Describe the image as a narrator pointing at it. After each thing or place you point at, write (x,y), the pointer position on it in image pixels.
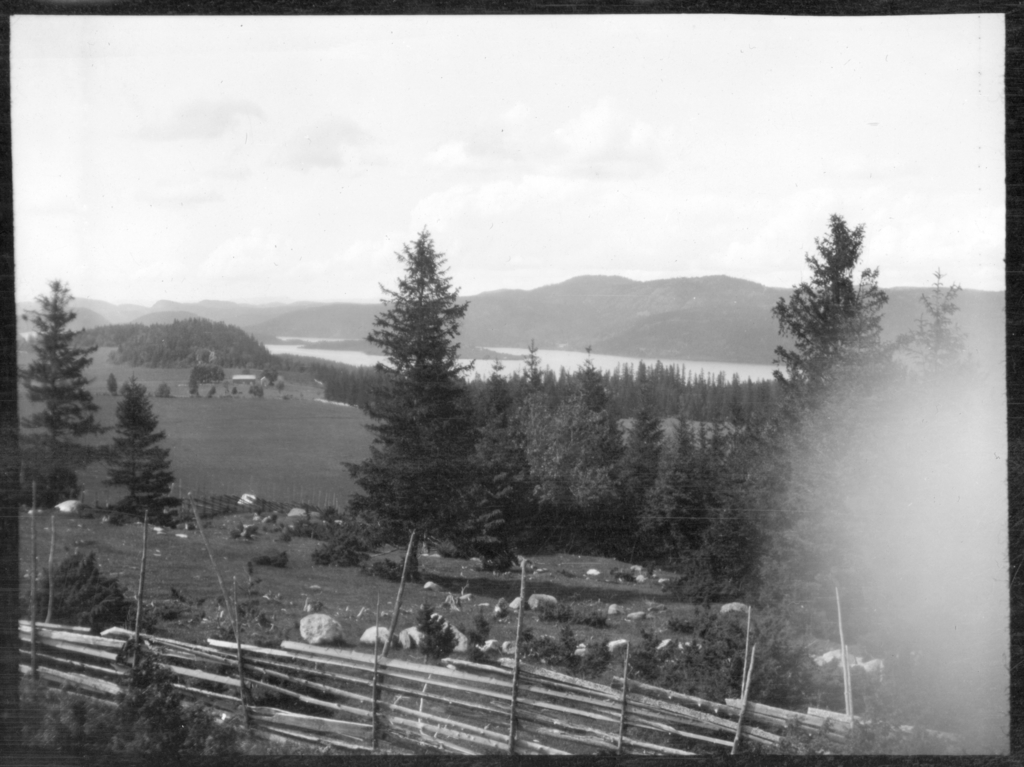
This is black and white image where we can see wooden fencing (457,726), trees (511,515), land (234,482) covered with grass (231,495), mountains (554,322), water (516,355) and the sky (415,135) is full of clouds (386,157).
